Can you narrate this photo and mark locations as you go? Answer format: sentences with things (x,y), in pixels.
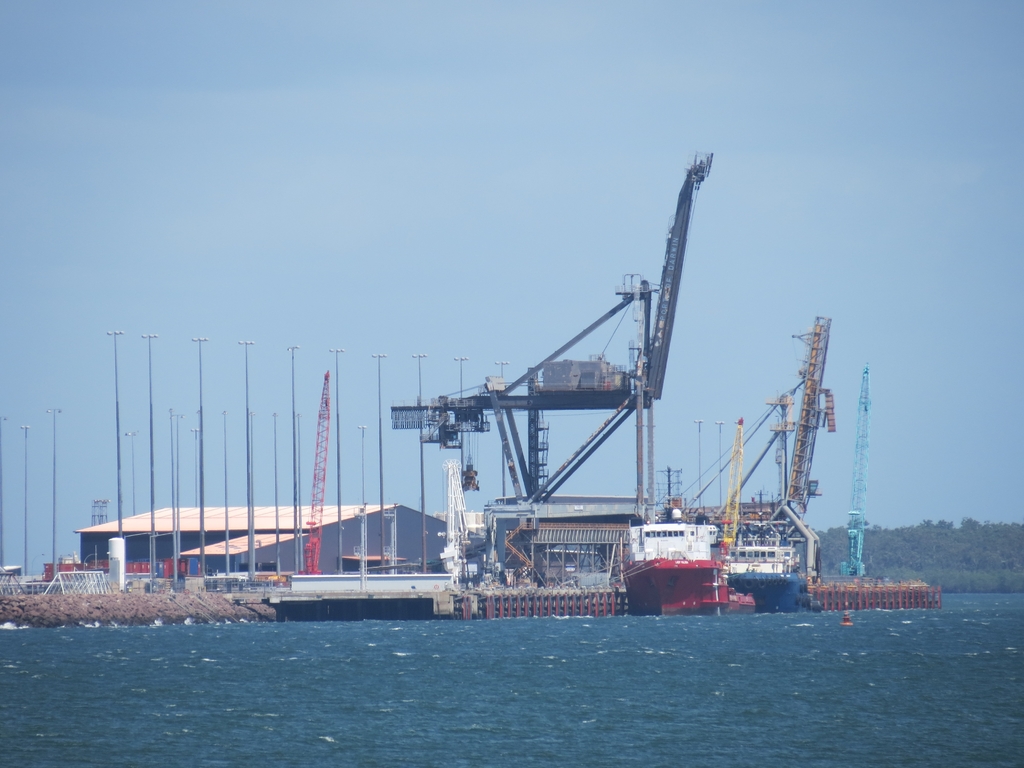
In this image I can see few boats (672,600) are on the water (573,693). These boats (633,610) are in different color. In the back (374,545) I can see the shed (371,525) and the crane (585,376) and also I can see the blue sky (610,269). There are some trees (872,568) to the right (893,569).
